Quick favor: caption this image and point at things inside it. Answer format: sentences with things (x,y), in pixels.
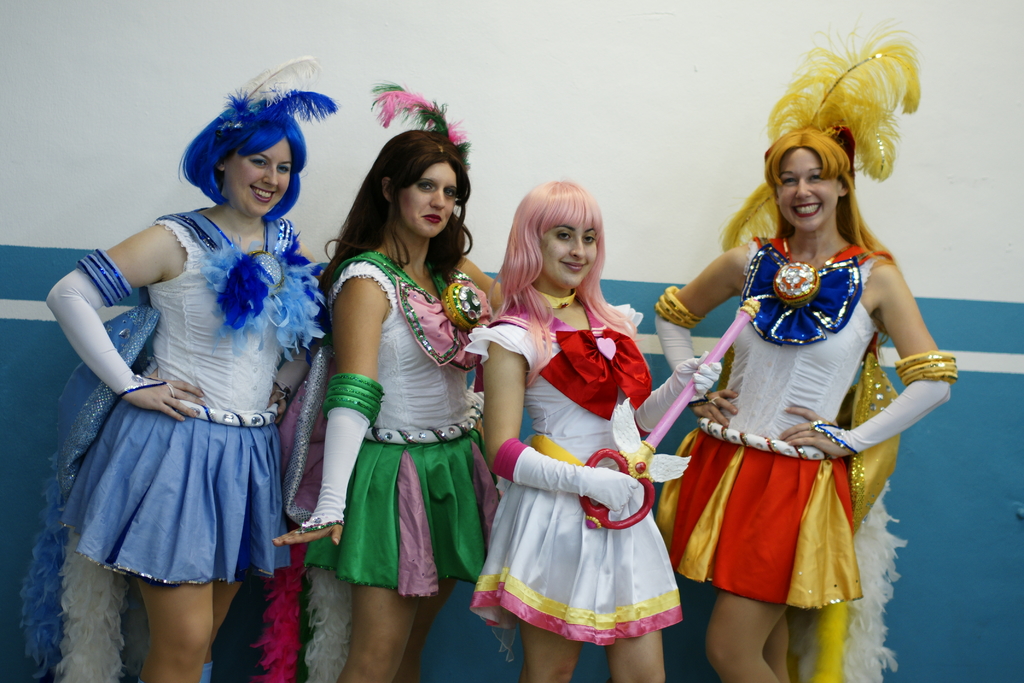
In this image we can see women (316,346) smiling and dressed in costumes (628,375).
